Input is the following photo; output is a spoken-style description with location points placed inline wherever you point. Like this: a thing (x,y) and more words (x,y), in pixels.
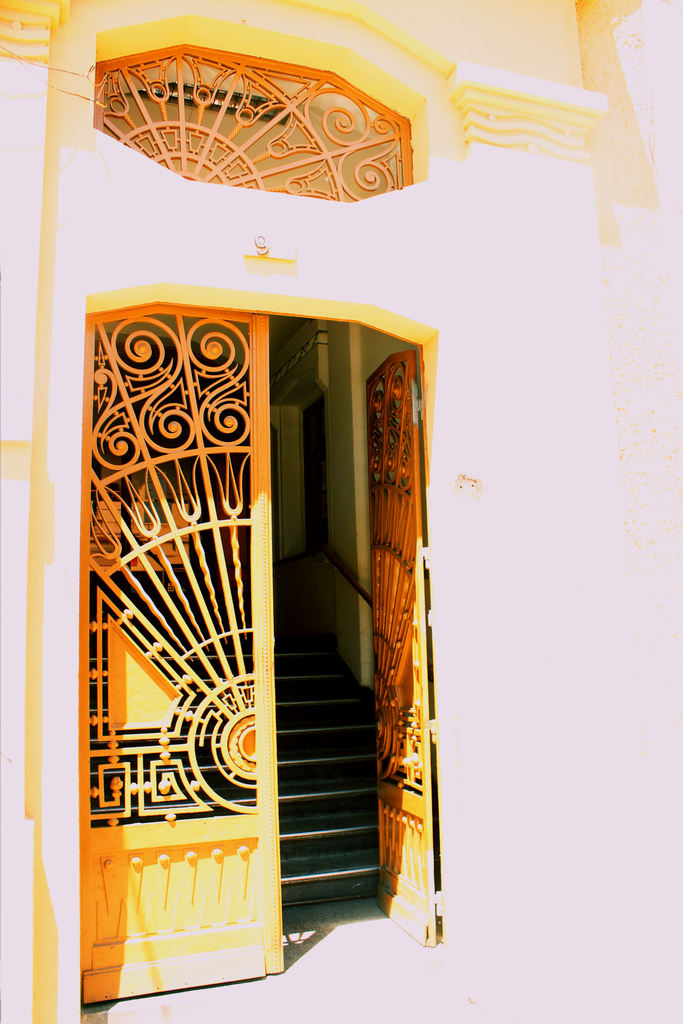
In this image we can see the open door (431,752) of a building (426,542) and there are stairs (314,815).
